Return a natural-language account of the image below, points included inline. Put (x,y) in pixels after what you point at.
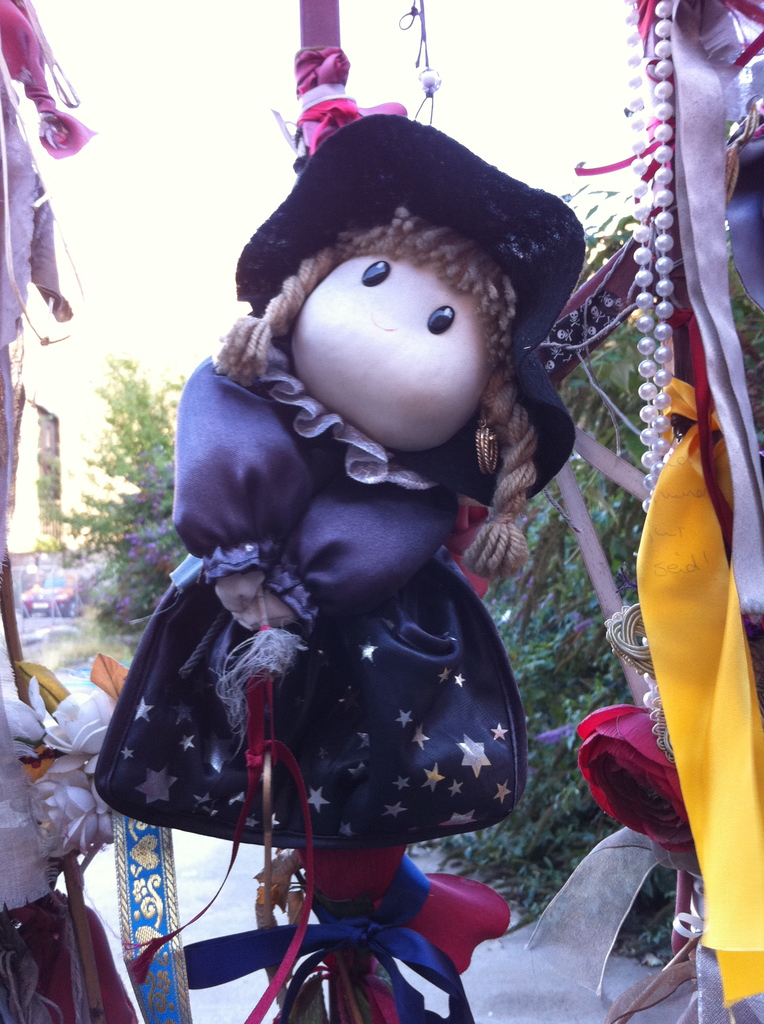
In the center of the image (490,428) there is a toy (520,733). In the background of the image (147,451) there are trees (545,603). At the top of the image (204,132) there is sky (154,97).
